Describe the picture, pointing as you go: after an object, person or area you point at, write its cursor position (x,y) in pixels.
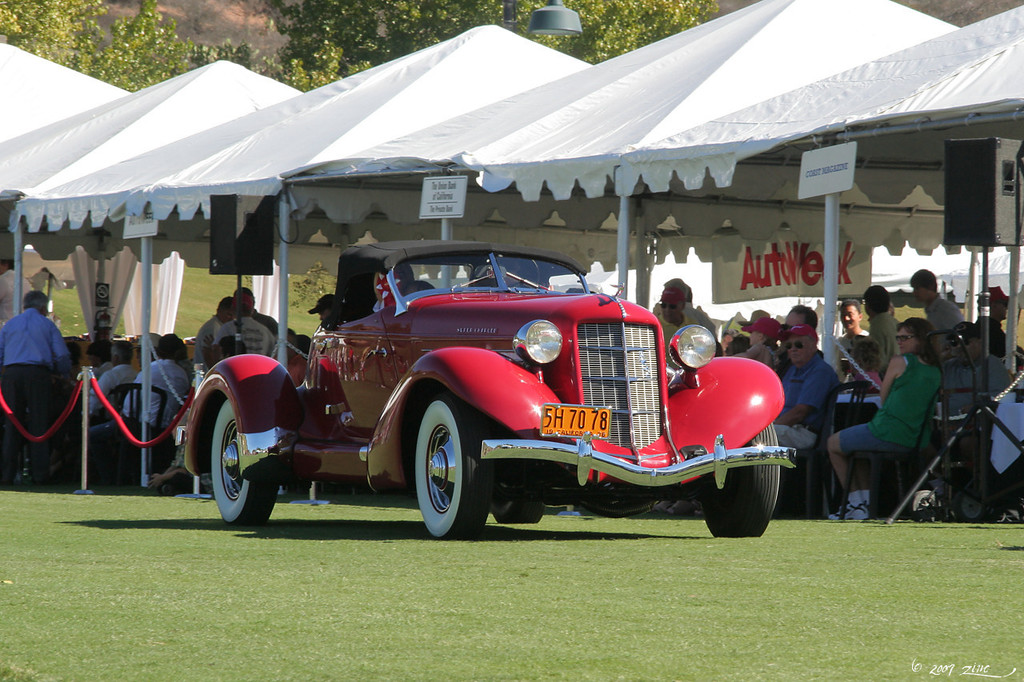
In the image there is a vehicle (419,379) kept on the ground (472,553) and behind the vehicle (504,469) there are few tents (451,125), under those tents (182,129) there are many people (23,327), in the background (283,21) there are few trees (647,24).
